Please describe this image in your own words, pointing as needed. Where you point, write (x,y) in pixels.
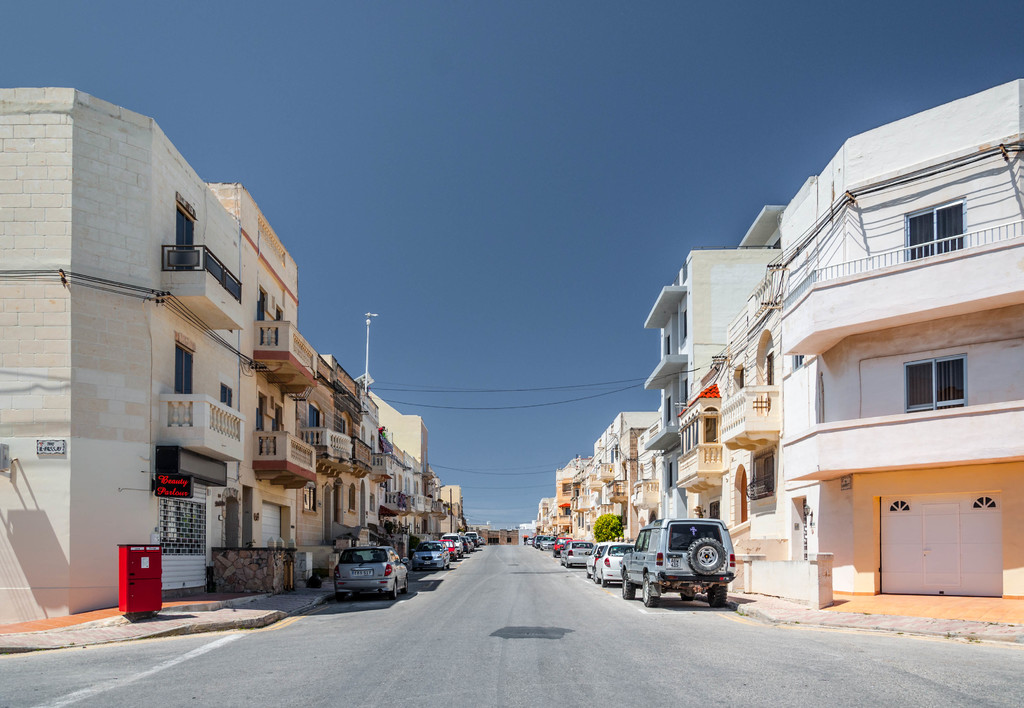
In this image on the left (153,412) and right side (694,428), I can see the buildings (334,467) and the vehicles (627,586). I can see the road (522,665). At the top (500,157) I can see the sky (424,186).
